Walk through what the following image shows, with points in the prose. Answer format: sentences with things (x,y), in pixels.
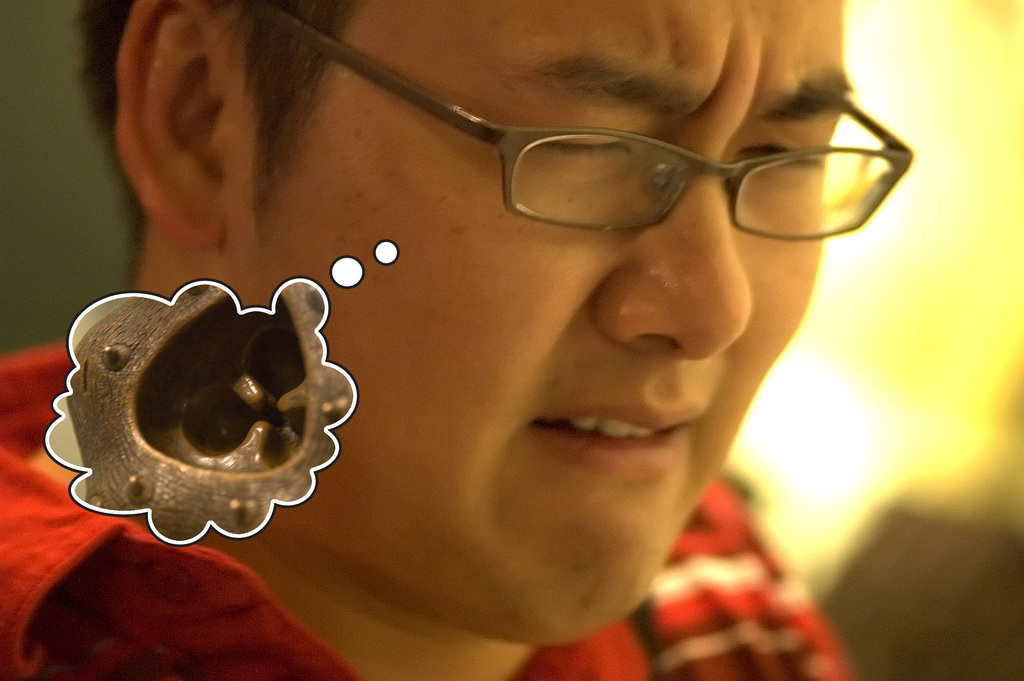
This is the picture of a person (457,272) in spectacles (557,196) and to the side there is a cloud shape thing (235,376).
